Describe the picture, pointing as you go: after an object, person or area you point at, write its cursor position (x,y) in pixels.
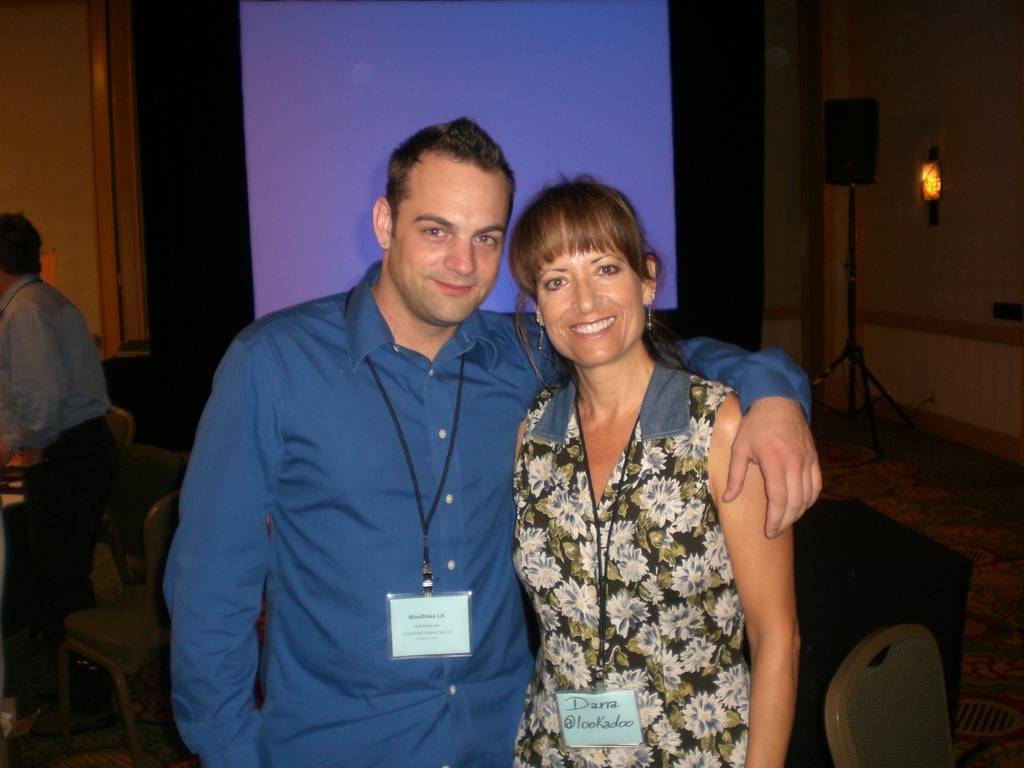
In the image there are two people (467,507) standing in the foreground (473,583) and posing for the photo, behind them there is a screen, speaker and on the left side (59,373) there is a person (58,395) and behind the person (41,435) there is an empty chair (130,557).
